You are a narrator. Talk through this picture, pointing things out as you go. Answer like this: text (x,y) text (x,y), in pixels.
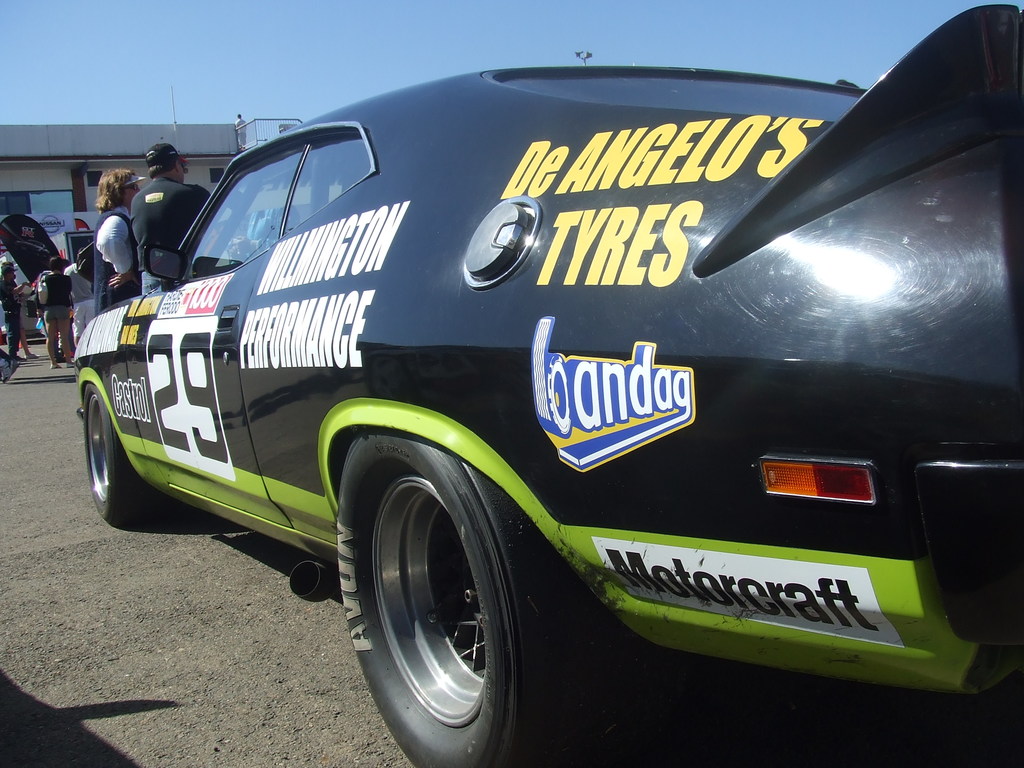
In the image there is a black car (240,495) on the road (72,490) with people (97,270) in front of it, over the background (7,178) there is a building (130,137) and above its sky (432,59).
